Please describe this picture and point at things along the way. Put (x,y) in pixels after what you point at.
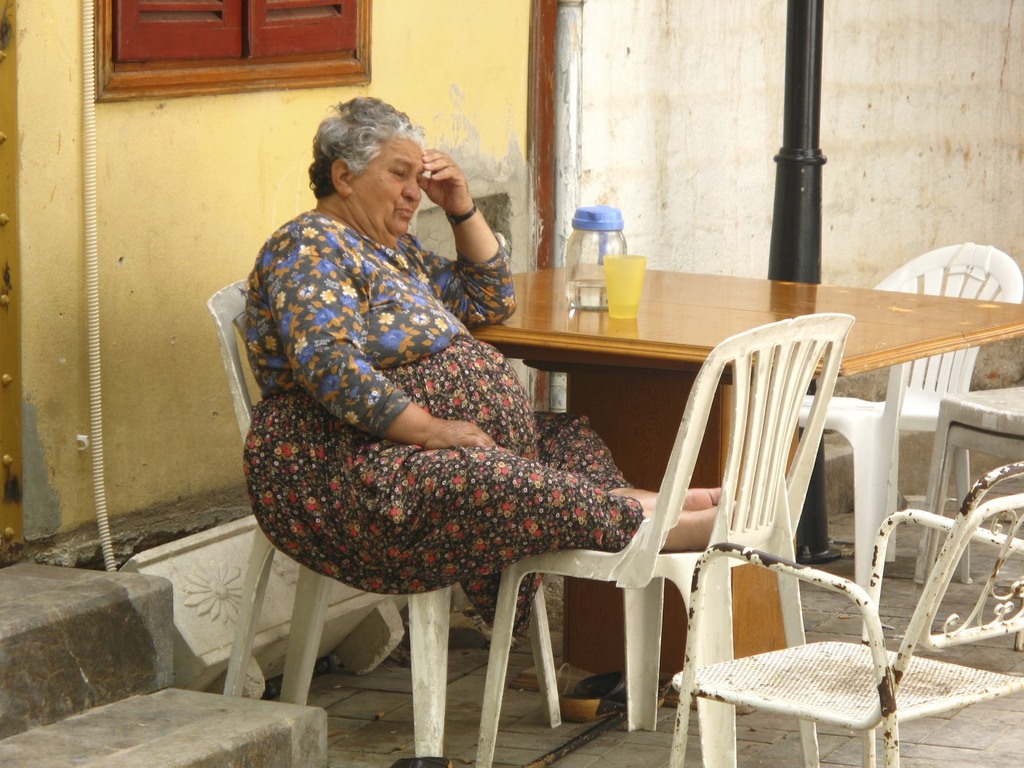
As we can see in the image, there is a woman (416,385) sitting in chair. Beside the women (415,311) there is a table (676,324). On table (645,298) there is a glass (633,277) and mug (580,236). Behind the women (314,216) there is a yellow color wall (150,207) and brown color window (208,40). In the front (211,734) there are stairs (121,714).
